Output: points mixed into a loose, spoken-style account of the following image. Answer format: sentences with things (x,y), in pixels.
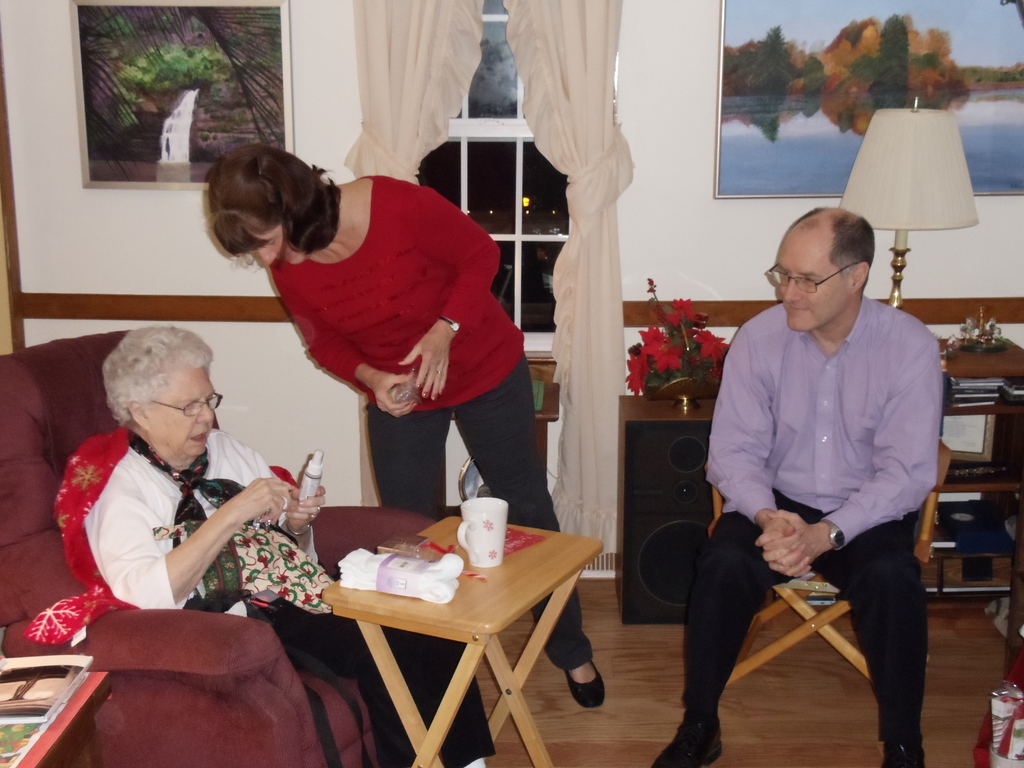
On the right (838,425) there is a man (884,611) he wear shirt (834,434), trouser (730,581), watch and shoe (889,748). In the middle (405,369) there is a woman (396,325), her hair (307,204) is small she is standing. On the left (202,590) there is a woman (224,588), she is staring at something, her hair (129,400) is short. In the middle (499,505) there is a table (475,602) on that table (482,587) there is a cup (493,531) and some other items (433,590). On the left (41,547) there is a sofa (154,690). In the back ground (559,154) there is a window (512,156), curtain (542,81), photo frame (770,98), lamp (889,158) and flower vase (687,362).
